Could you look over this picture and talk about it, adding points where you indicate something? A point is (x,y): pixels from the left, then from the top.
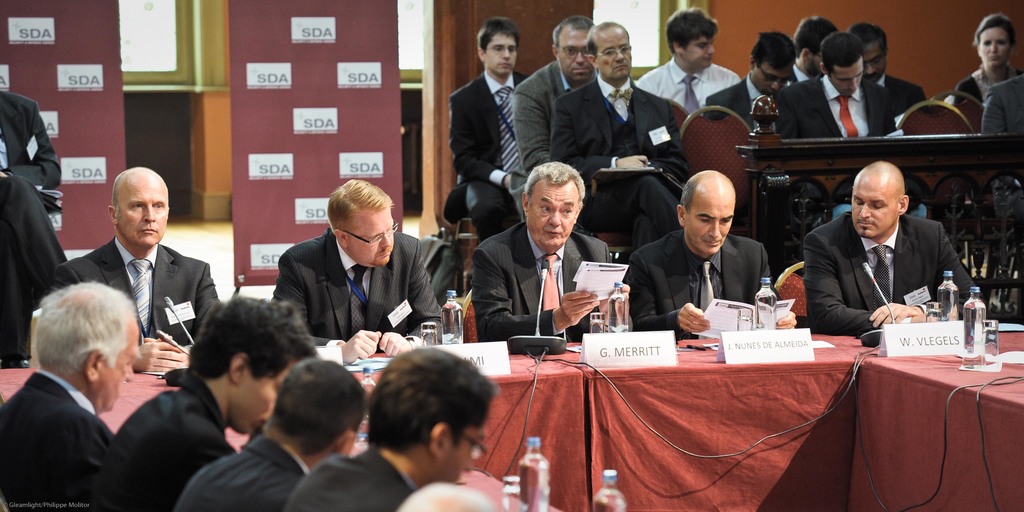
In this image I can see the group of people (632,202). Among them some people (504,307) are sitting in front of the table (570,377). On the table (610,370) there are boards (671,351), water bottles (620,327) and the glasses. And also some people (551,306) are holding some papers (727,319). In the background (256,98) there is a banner (249,165).
